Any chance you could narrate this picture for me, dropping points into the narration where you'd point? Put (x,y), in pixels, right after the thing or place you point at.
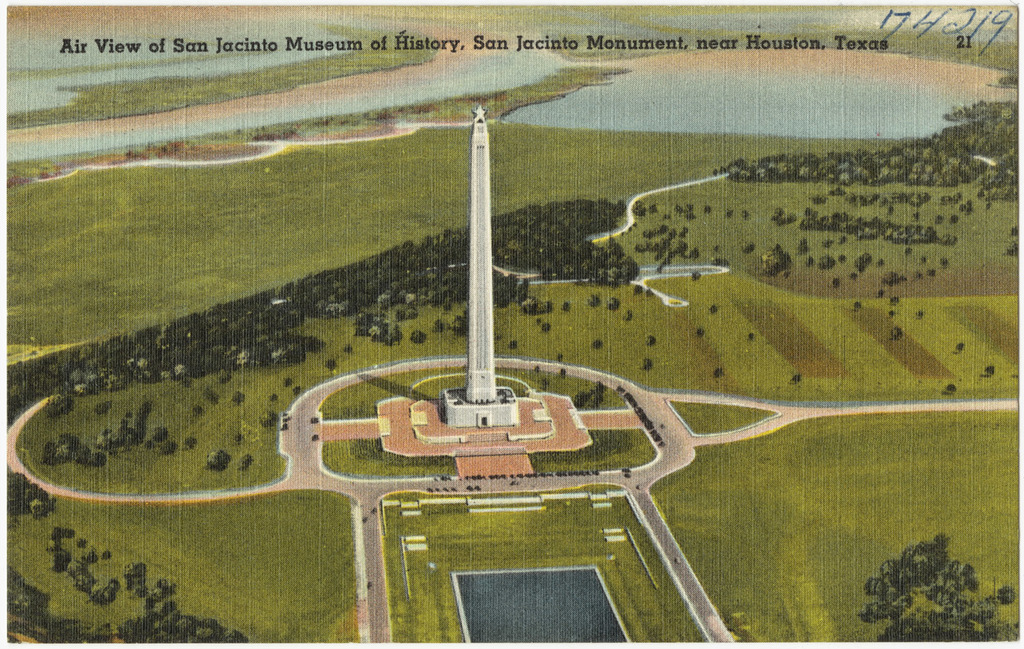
This is an animation and graphic image in which there is a tower (469,341) in the center (476,370) and there is grass (565,491) on the ground (301,458) and on the top of the image (506,46) there are some text (634,48).
